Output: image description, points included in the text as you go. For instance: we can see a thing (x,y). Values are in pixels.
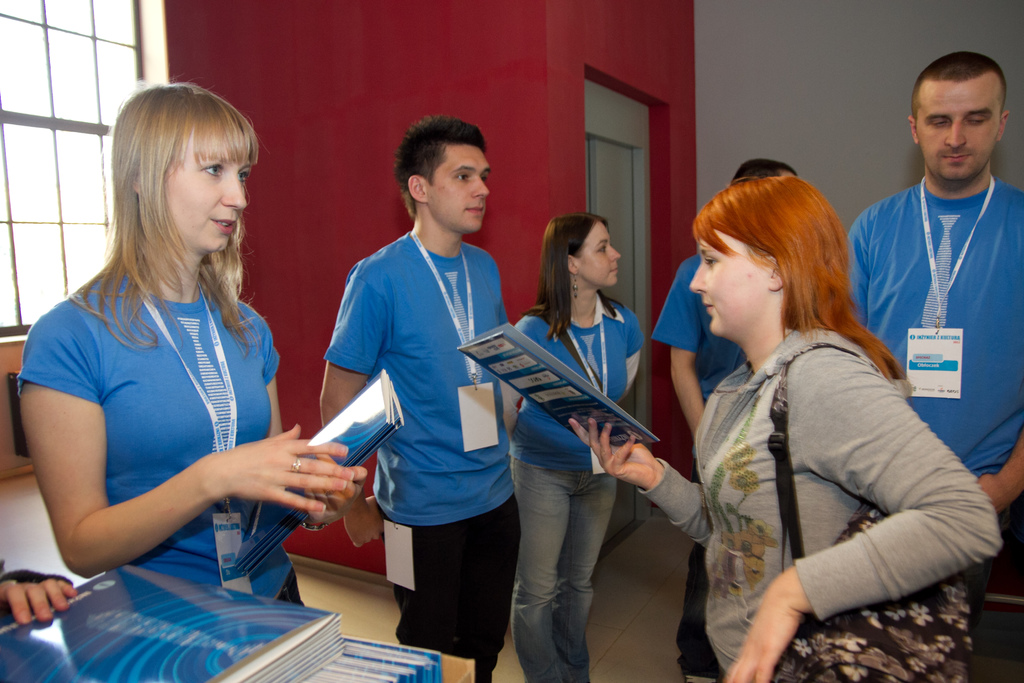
In this image there are group of people (592,545) standing, two persons (815,398) are holding books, there are books (323,635) on the object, and in the background (382,7) there is a wall (395,213) and a window (3,43).
